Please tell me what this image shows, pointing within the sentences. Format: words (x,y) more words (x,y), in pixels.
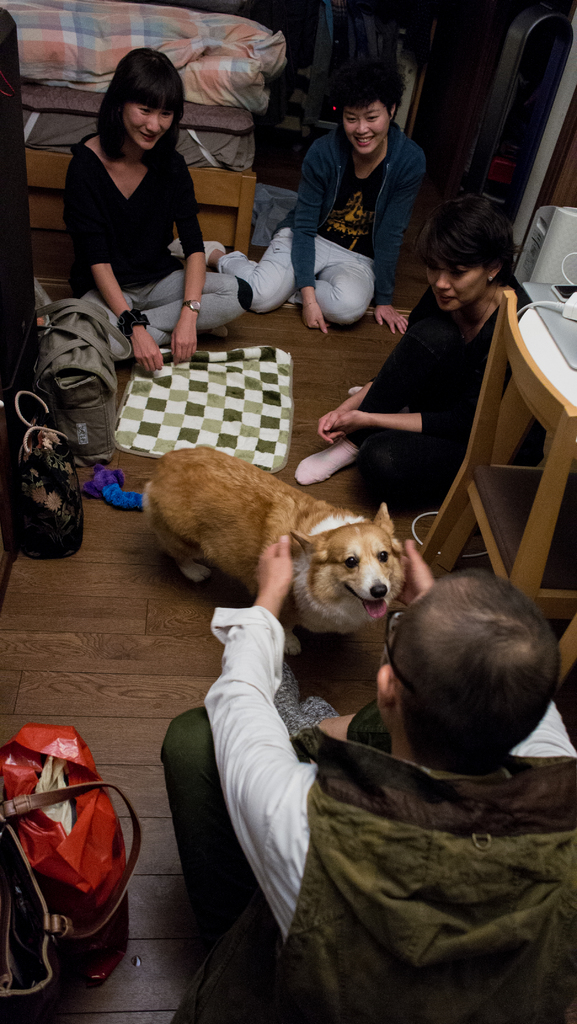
In the image we can see there are people (245,261) who are sitting on the floor (399,516) and they are playing with a dog (303,560).
